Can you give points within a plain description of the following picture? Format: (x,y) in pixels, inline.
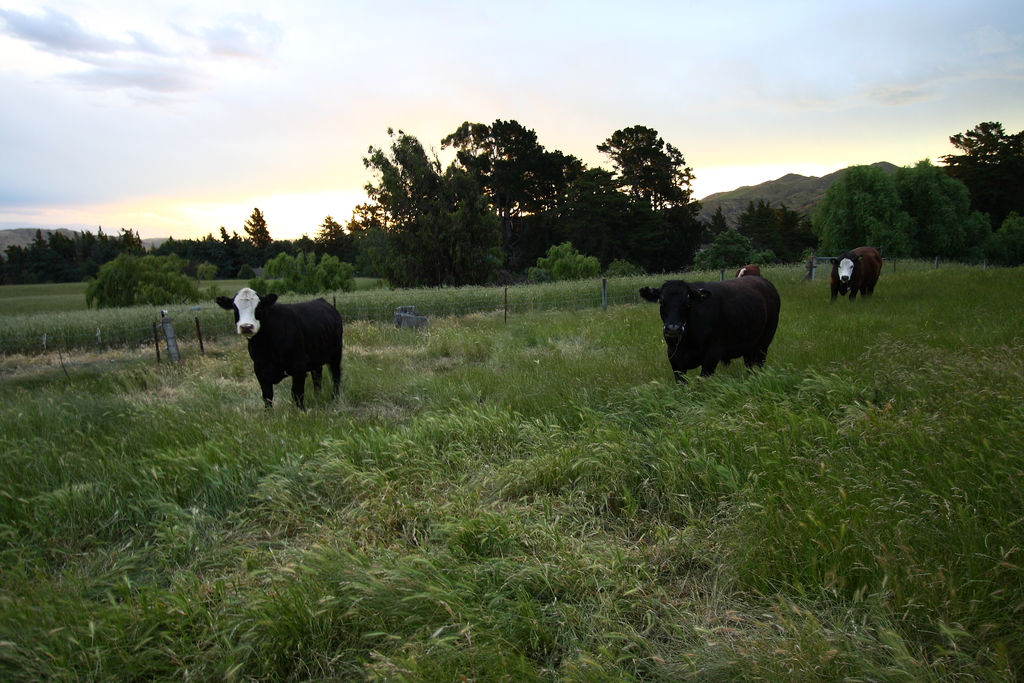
To the bottom of the image (277,513) there is a grass (686,464) on the ground (381,315). There are few black cows (669,328) on the grass (389,330). Behind them there is a fencing (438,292). And in the background (143,292) there are trees (608,222) and hills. And to the top of the image (279,101) there is a sky (650,71) with clouds (247,111).
